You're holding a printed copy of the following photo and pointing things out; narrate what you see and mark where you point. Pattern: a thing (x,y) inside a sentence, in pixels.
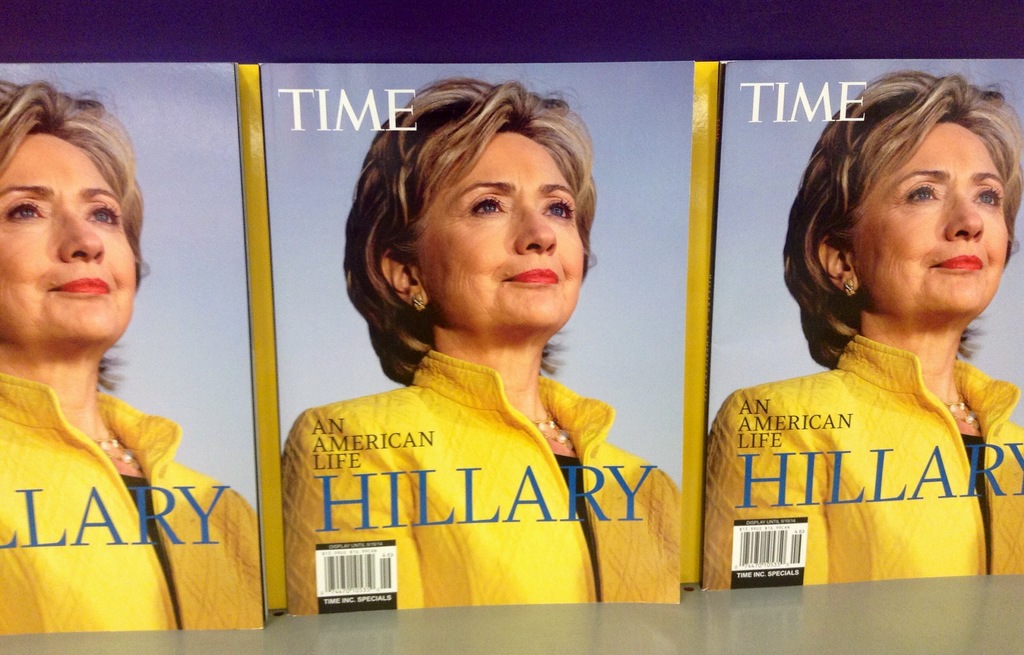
In this image there are three magazine (394,68), on that there is a picture (164,427) of a women (813,164) and there is some text (883,455).
